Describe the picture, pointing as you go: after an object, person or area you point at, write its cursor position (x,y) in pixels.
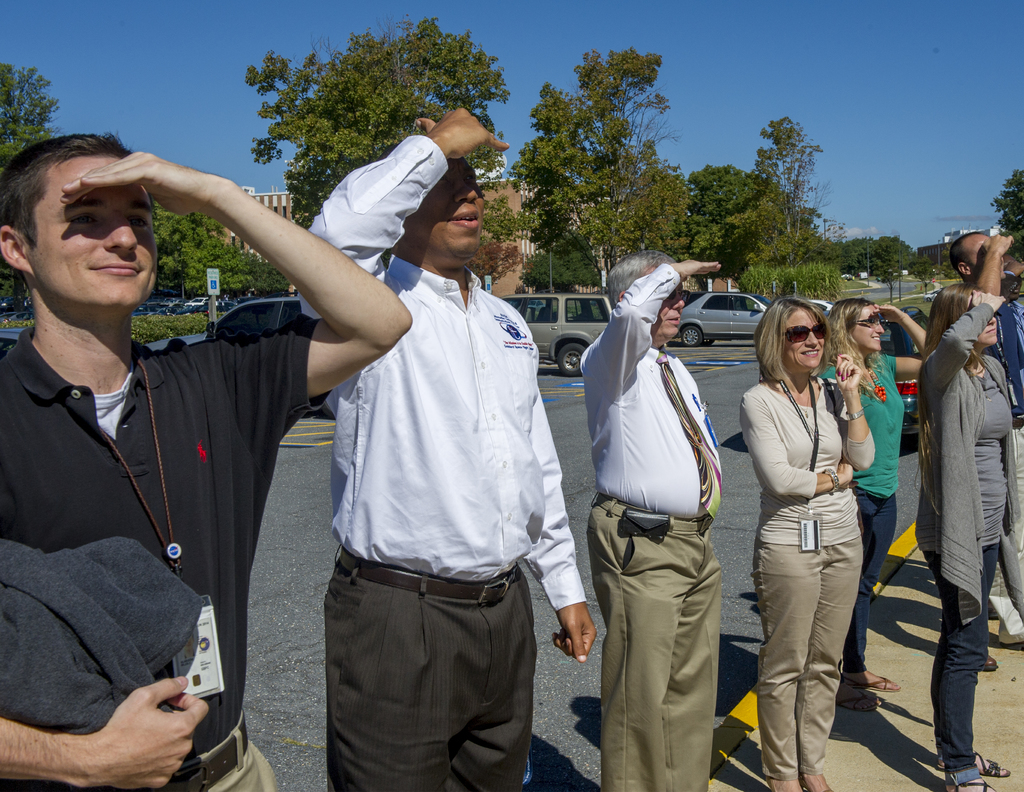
In front of the image there are people (521,642) standing on the road (527,576). Behind them there are cars (582,305), boards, plants (187,323), trees (814,235), buildings (529,195). At the top of the image (864,53) there is sky (771,43).
